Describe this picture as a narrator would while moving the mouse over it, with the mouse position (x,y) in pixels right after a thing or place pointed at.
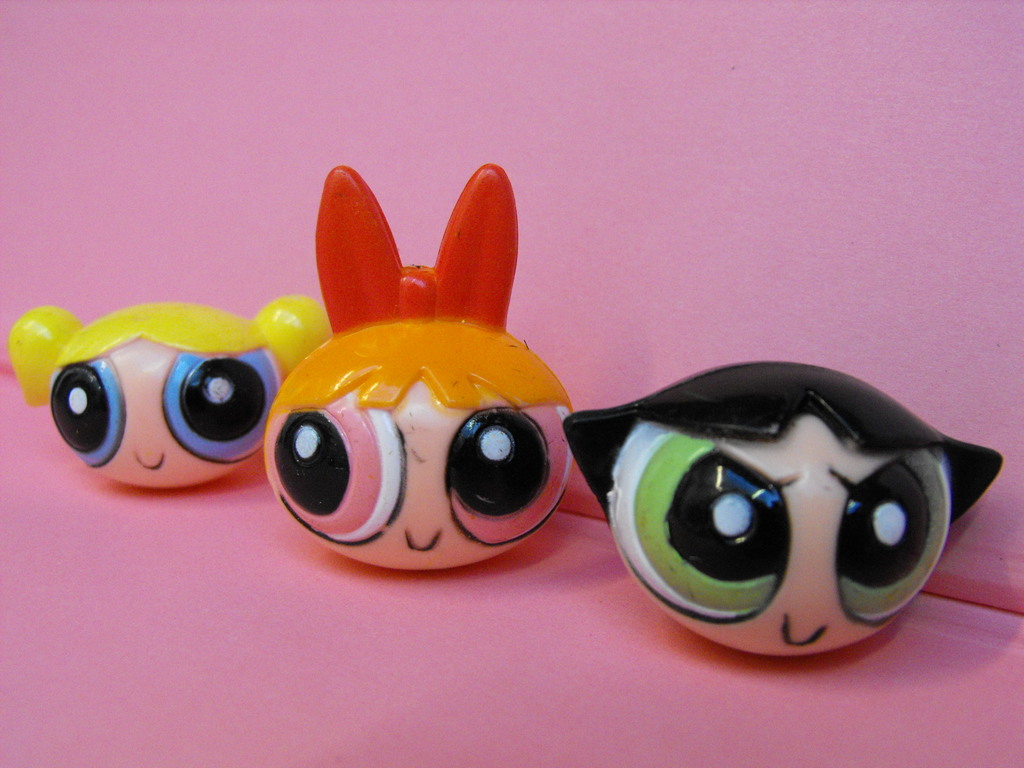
In this picture we can see toy faces (717,623) on a platform (599,621) and we can see a wall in the background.
